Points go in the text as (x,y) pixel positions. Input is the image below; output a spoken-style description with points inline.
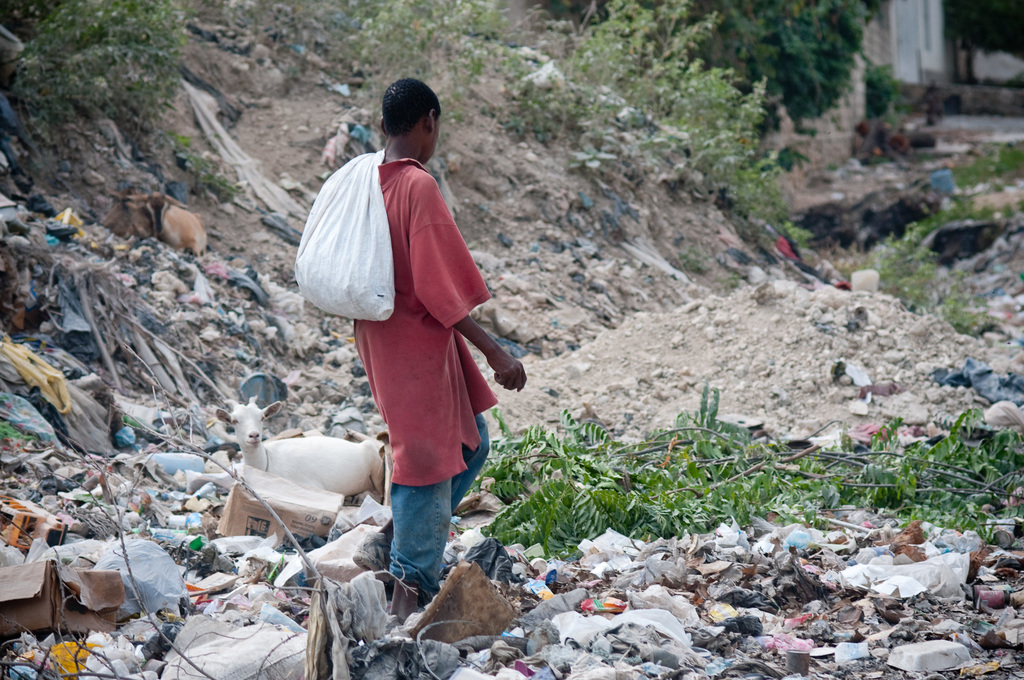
There is a person (379,355) holding a cover (379,272). On the ground (169,308) there are lot of waste (495,563) and a goat (297,447). Also there are plants (778,121).
